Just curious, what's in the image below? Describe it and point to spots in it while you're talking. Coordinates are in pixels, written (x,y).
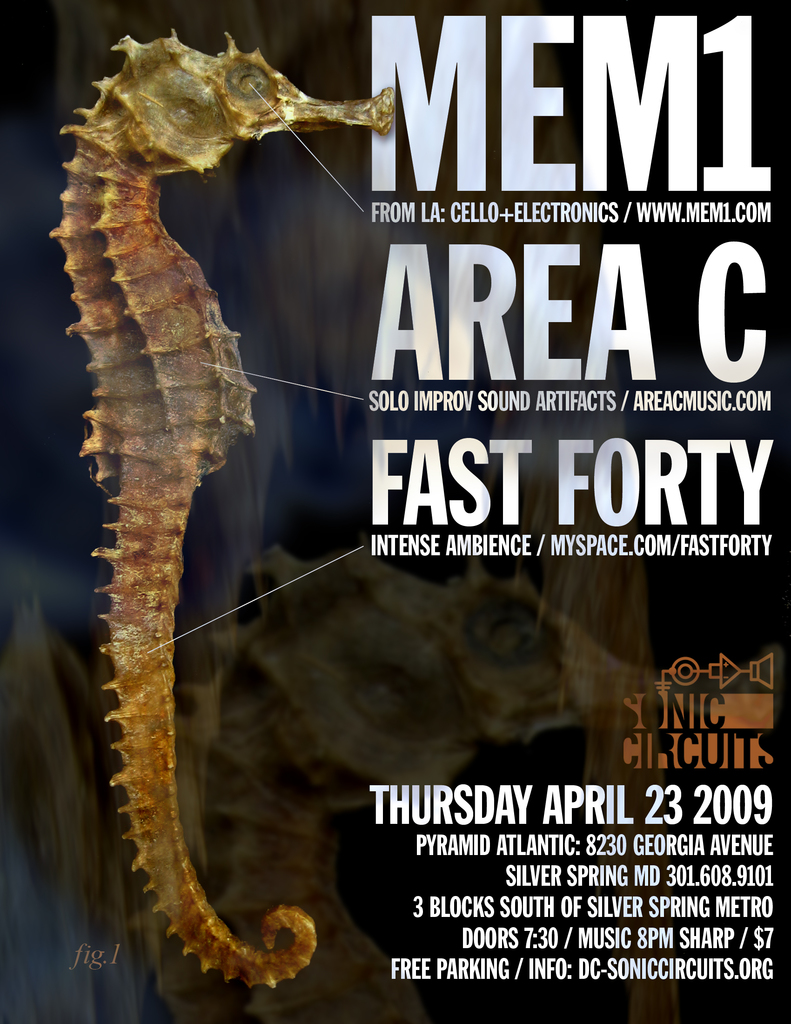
In the picture we can see a poster (280,938) which is brown in color with a image (206,126) of seahorse (147,753) and some information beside it.
